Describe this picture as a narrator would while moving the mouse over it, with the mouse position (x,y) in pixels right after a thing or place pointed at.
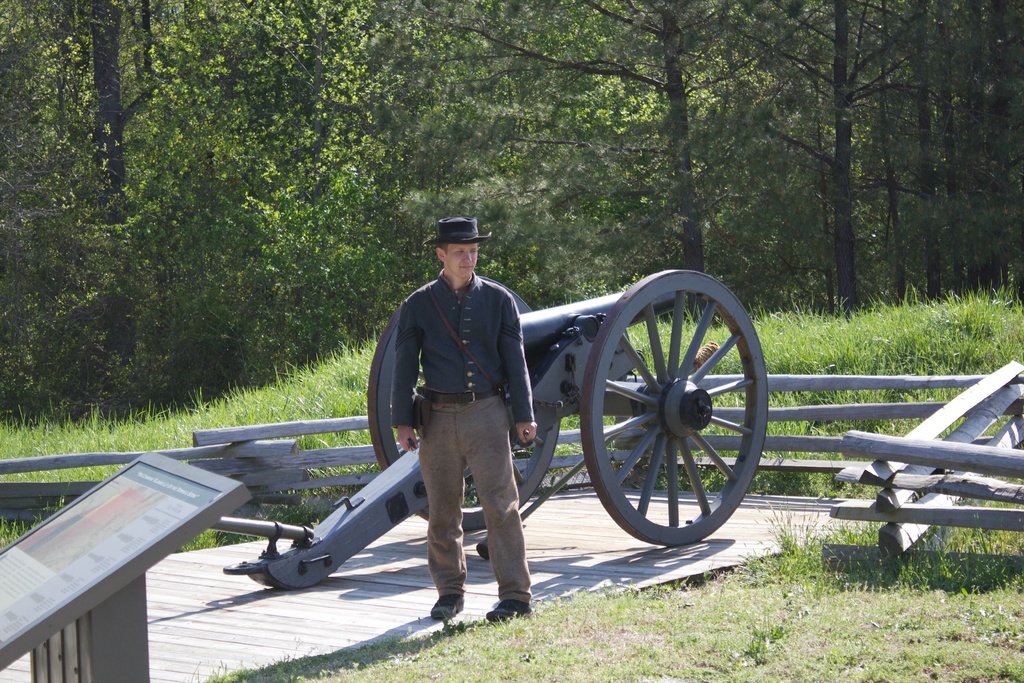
In this image we can see a person (466,437) standing in front of a cannon (530,510). We can also see a board (30,651), some grass (574,670), a wooden fence (955,407) and a group of trees (344,263).
